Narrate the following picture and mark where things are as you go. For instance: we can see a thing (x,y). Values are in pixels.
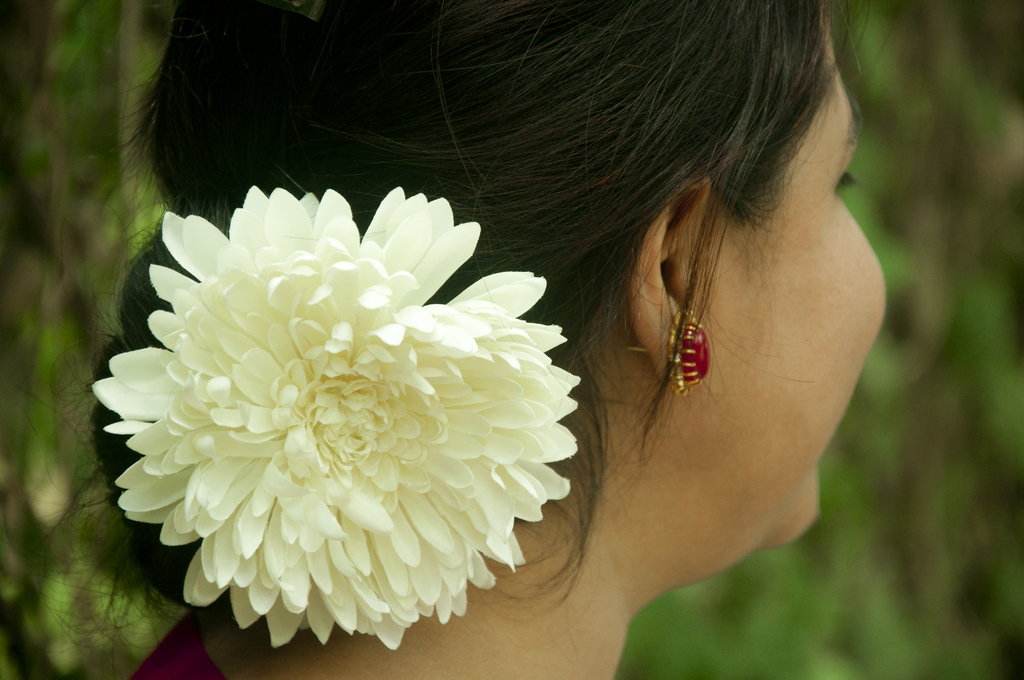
In this image we can see a lady (567,261) with a flower (401,361) in her hair (585,478). The background of the image (899,36) is blur.
